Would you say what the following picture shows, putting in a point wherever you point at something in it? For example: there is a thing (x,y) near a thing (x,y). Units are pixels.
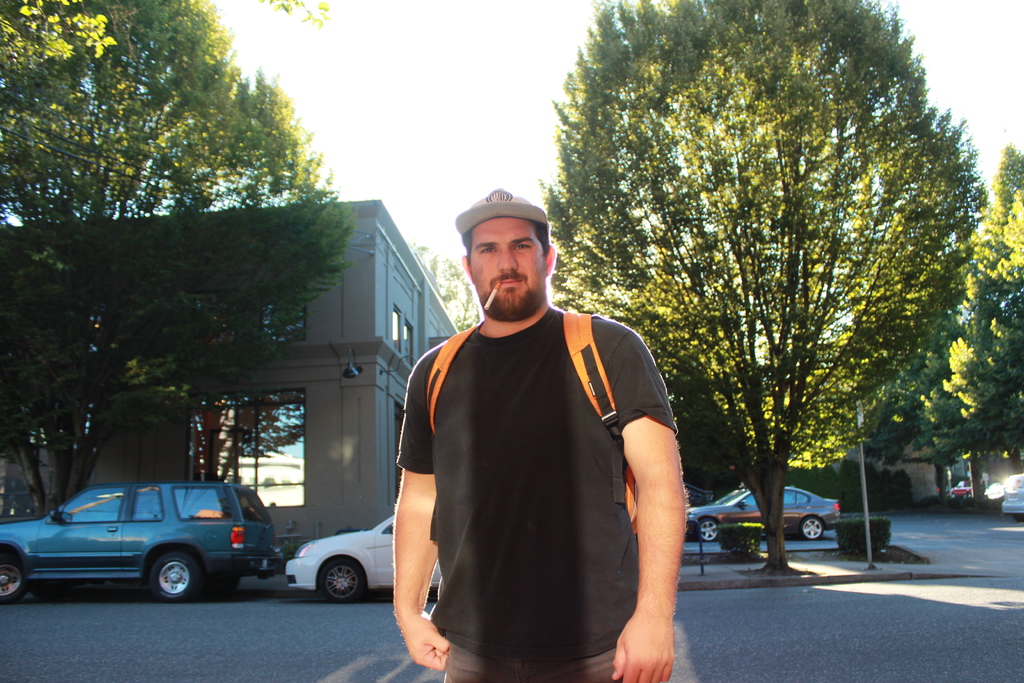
In this picture we can see a man (550,475) in the black t shirt (521,560) standing on the path (922,638) and behind the man (497,561) there are vehicles (751,507) parked on the road (806,679), buildings (353,354), poles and a sky (405,117).
